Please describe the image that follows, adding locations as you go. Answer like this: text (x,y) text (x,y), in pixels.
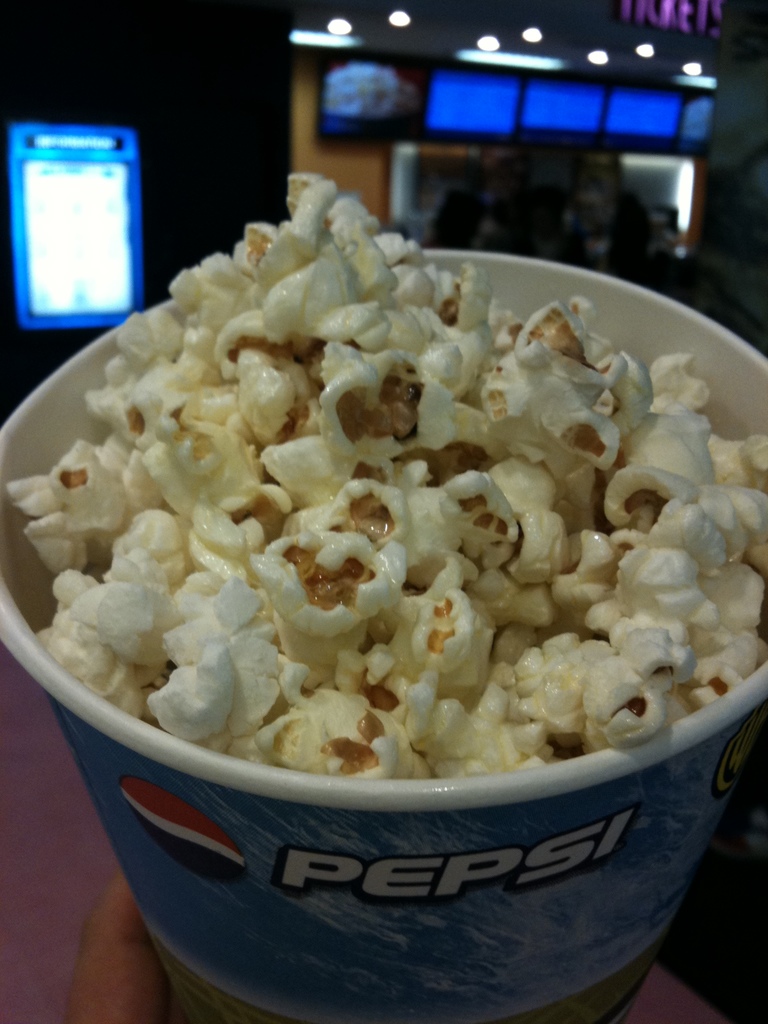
In this picture I can see a paper bucket (354,792), on which there is a word (457,866) written and I see a logo (147,830) and in the bucket (542,942) I see the popcorn (391,319). In the background (71,170) I see the lights (536,65) and few screens (125,169).
